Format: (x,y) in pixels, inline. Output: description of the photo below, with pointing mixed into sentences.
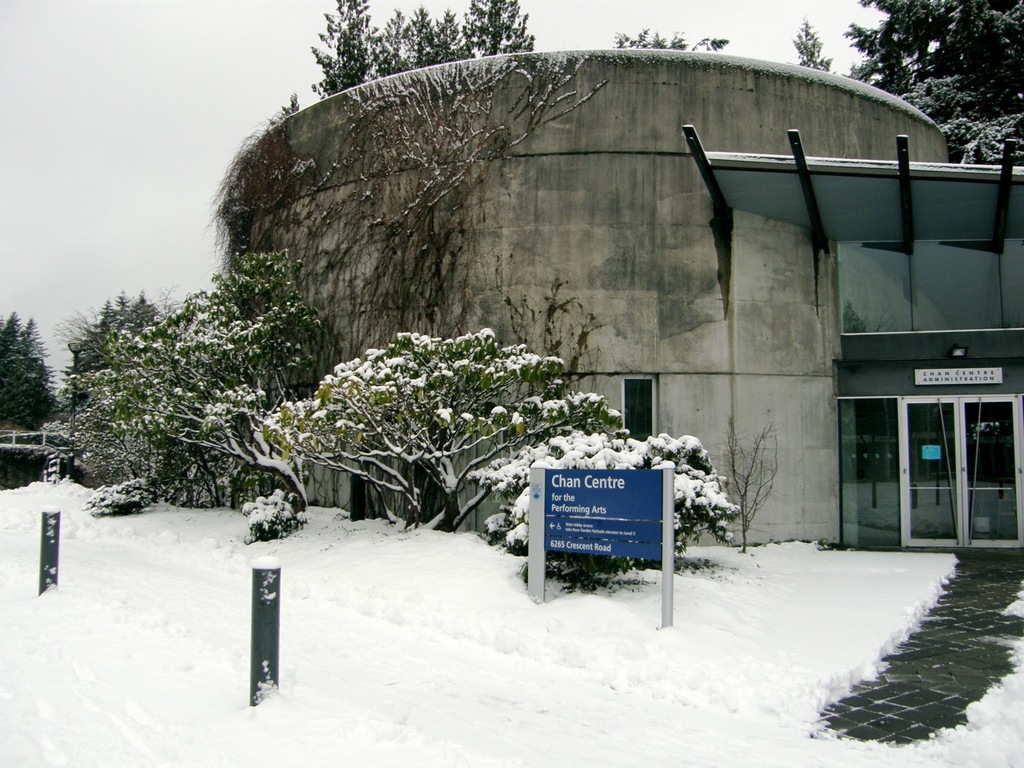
In the foreground of this image (495,698), we can see snow (180,605), few bollards (50,517), trees (592,444) and the building (709,320). On the right (980,646), there is a path (961,617). In the background (954,25), there are trees (407,41) and the sky (114,47).
